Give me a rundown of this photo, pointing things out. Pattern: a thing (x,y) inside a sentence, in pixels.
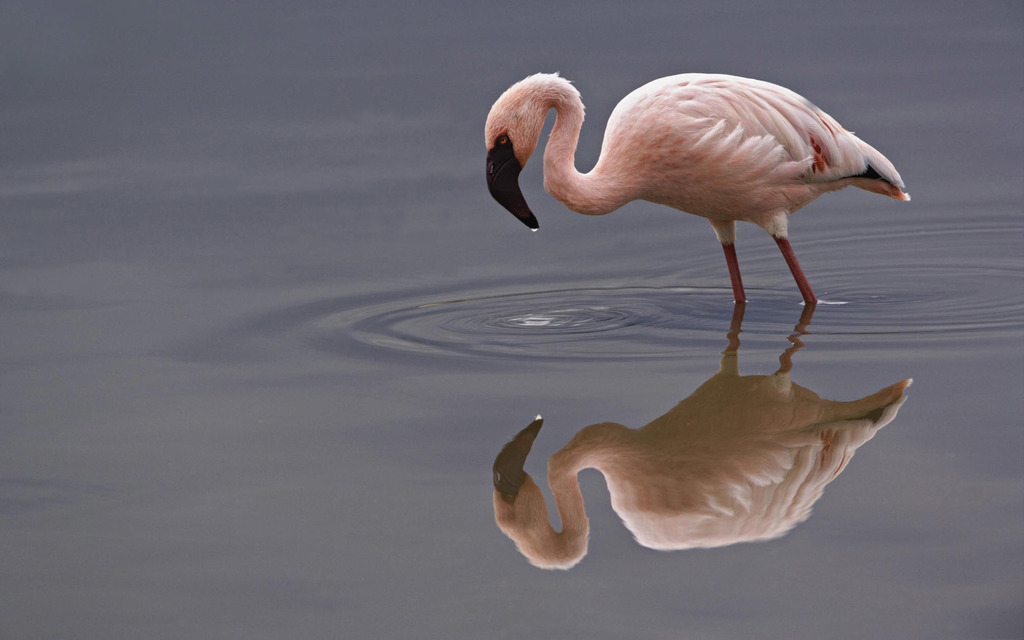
In this picture we can see a bird (867,147) and on the water (591,405) we can see reflection (711,510) of this bird (839,125).
